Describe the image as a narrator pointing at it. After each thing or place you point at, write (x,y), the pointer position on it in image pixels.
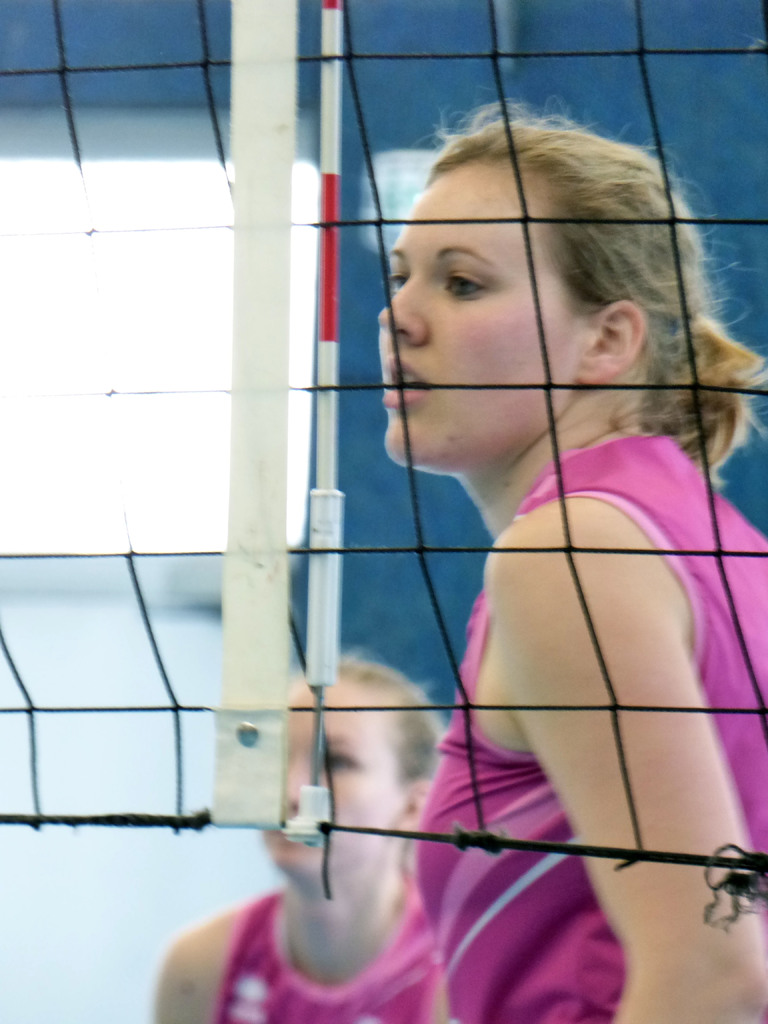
In this image, I can see a sports net (245,816) and two women (361,784) standing. There is a blurred background (411,79).
